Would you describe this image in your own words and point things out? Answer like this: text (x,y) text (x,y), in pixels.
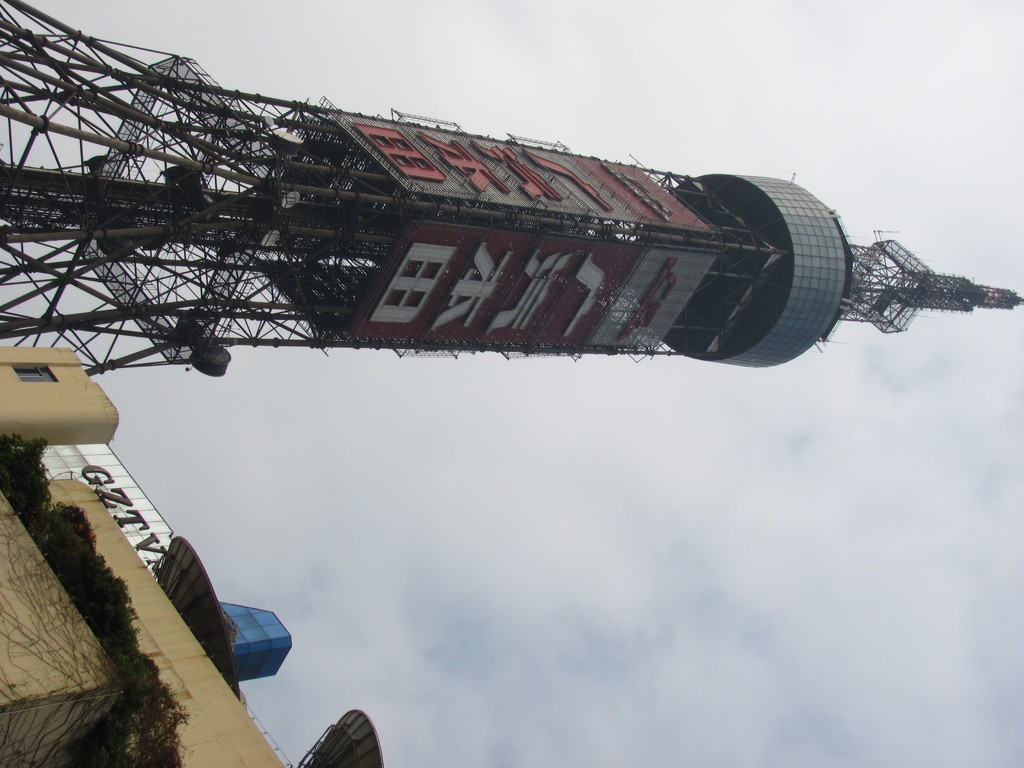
In this image I can see building (149,635), clouds (211,391), the sky (652,511), a tower (1004,302) and I can see something is written at few places.
